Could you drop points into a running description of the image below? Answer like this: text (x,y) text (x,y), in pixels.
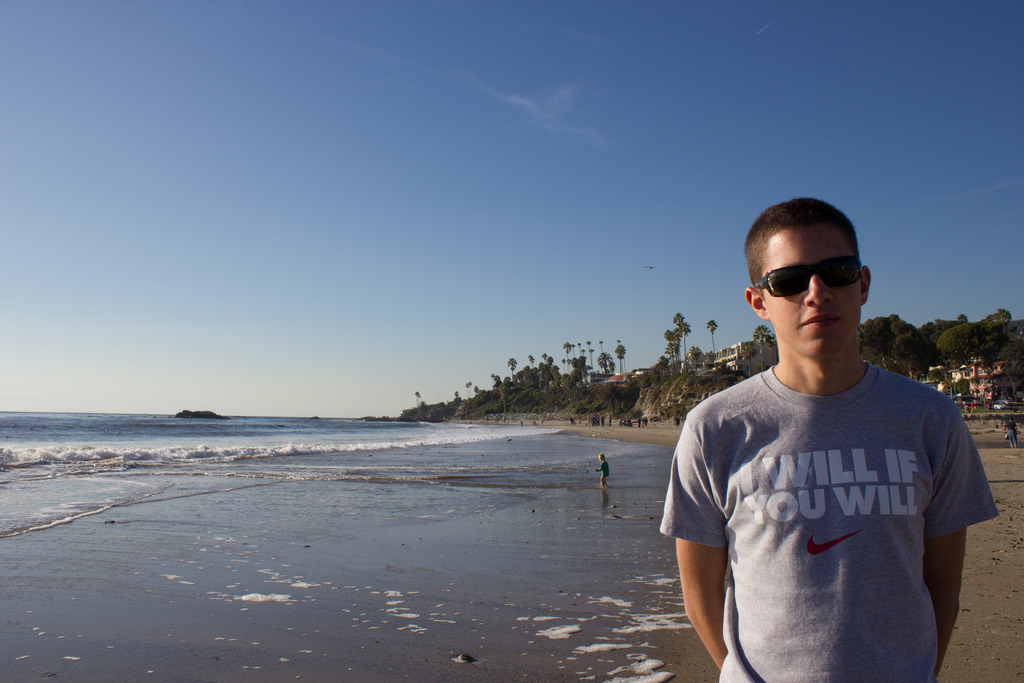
In this image I can see the person (850,459) with ash color dress (831,487) and specs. To the side of the person (865,594) I can see the child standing in-front of the water (244,465). In the background (409,382) there are many trees (910,359) and the sky (279,226).
